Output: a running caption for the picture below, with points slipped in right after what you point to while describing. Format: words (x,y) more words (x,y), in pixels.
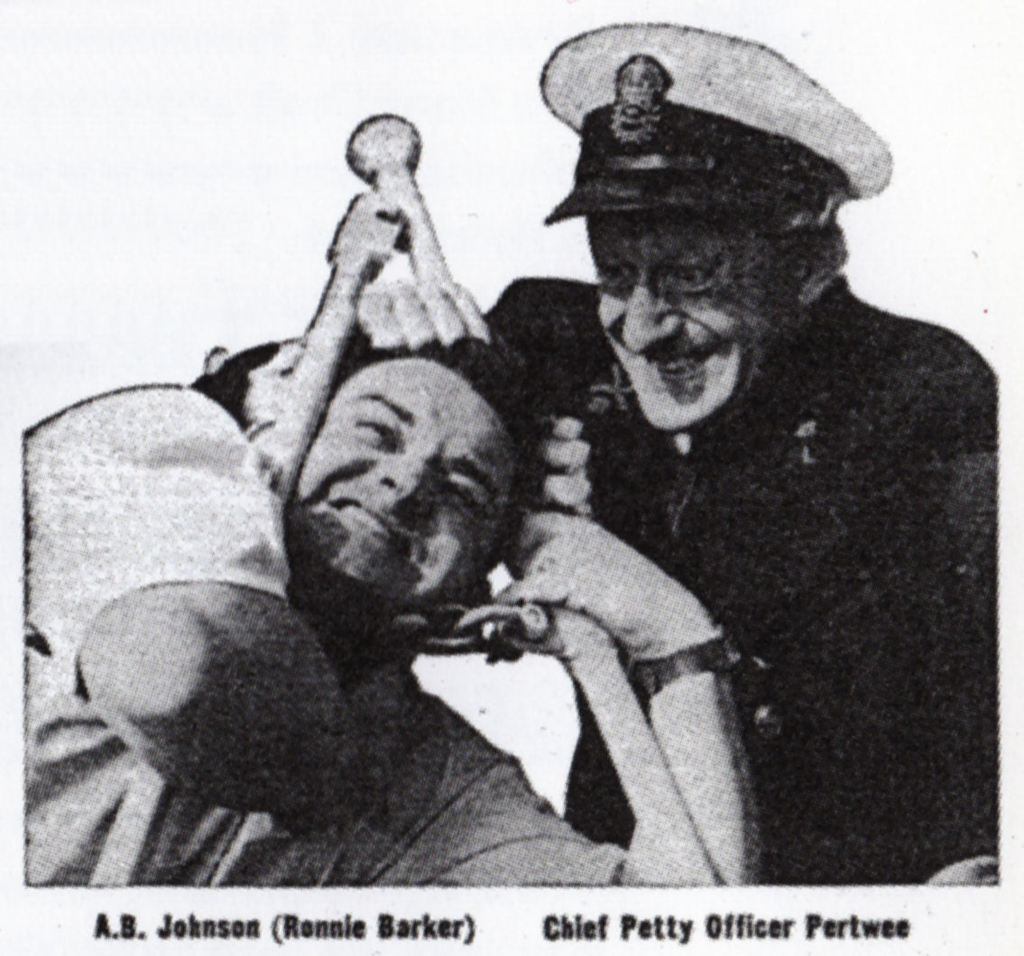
This is a black and white image, in this image there are two persons (344,507) who are laughing and one person (361,654) is holding sticks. And at the bottom of the image (293,919) there is text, and there is white background (1010,234).
